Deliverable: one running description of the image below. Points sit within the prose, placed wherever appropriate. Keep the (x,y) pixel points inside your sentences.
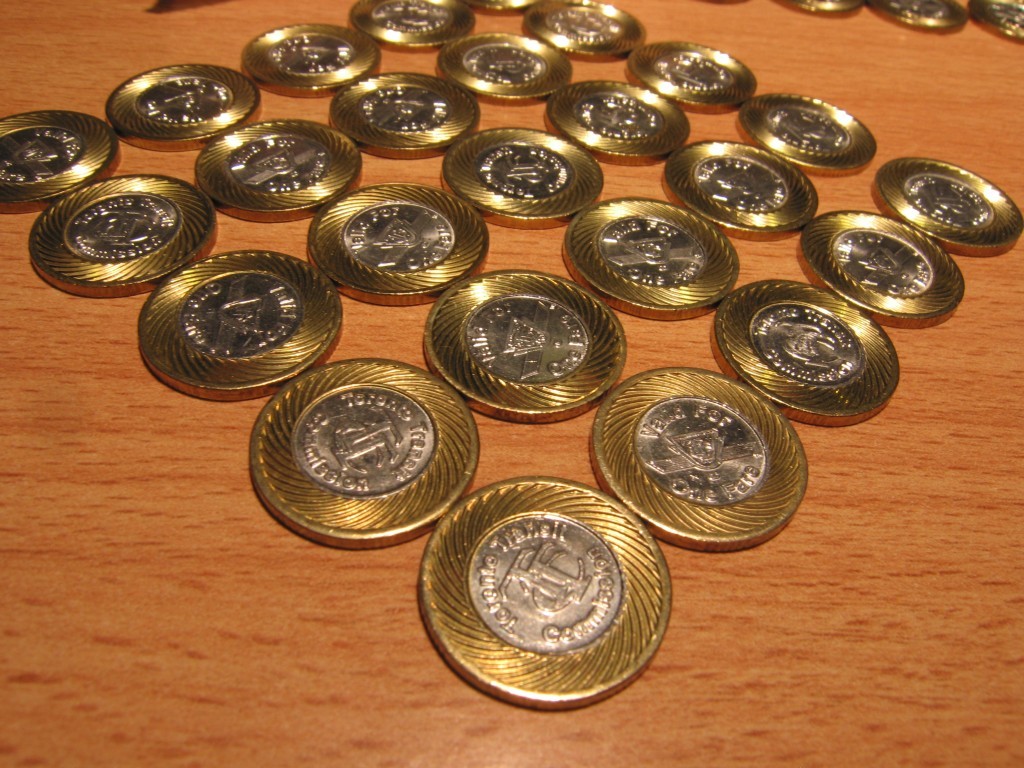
In this image we can see some coins (311,440) on the wooden surface (219,422), which looks like a table (225,438).
